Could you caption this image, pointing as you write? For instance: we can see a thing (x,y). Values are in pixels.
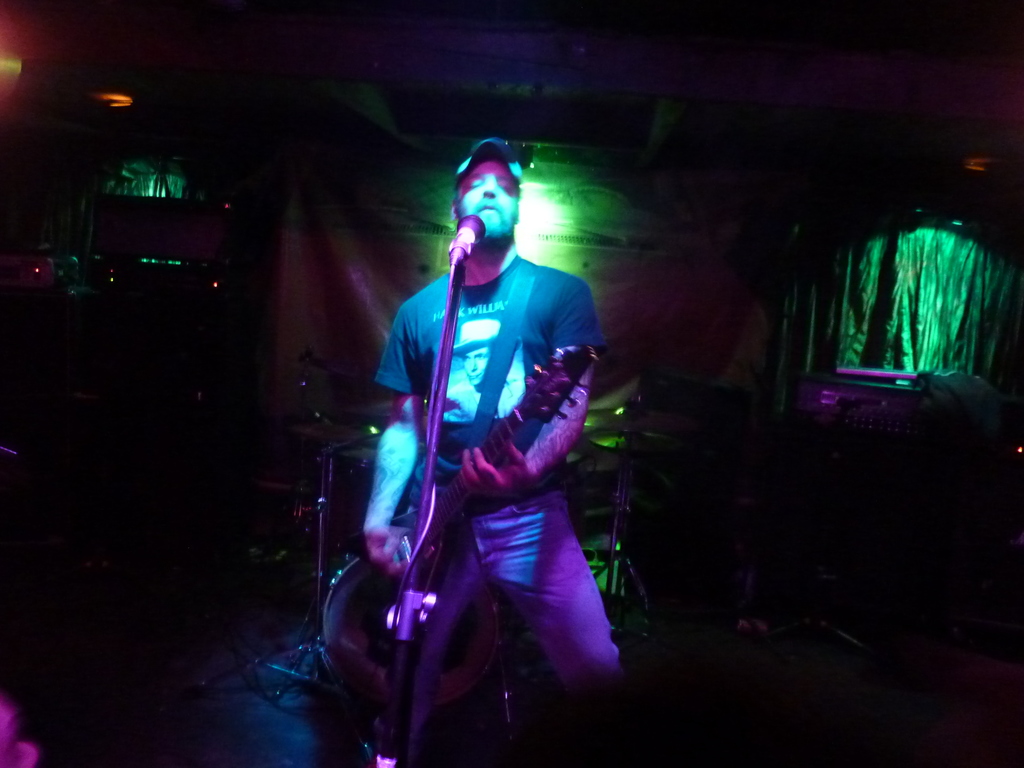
In this picture we can see man (474,566) standing and playing guitar (552,399) and singing on mic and in background (292,326) we can see some lights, drums (612,438), curtains (846,348).
